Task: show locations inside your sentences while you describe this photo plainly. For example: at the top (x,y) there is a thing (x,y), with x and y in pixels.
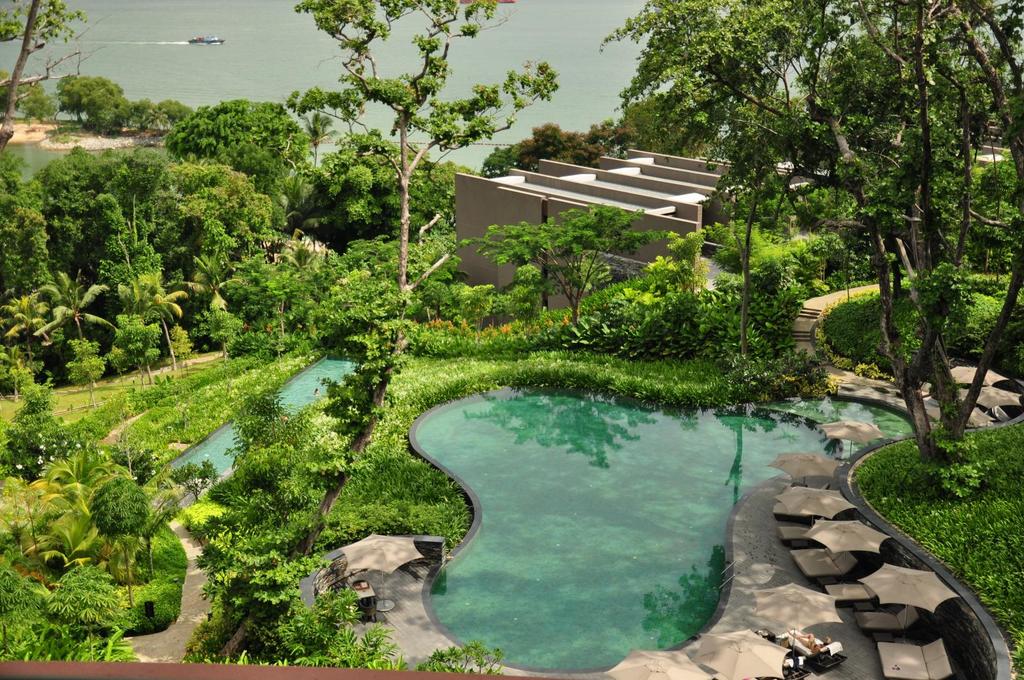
In this image I can see the ground (411,614), few plants (399,510), few trees (359,418) which are green in color, few umbrellas (781,608), few beach beds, few swimming pools (582,471) and a building (638,223). In the background (259,10) I can see the water (449,56) and a boat (222,41) on the surface of the water (200,53).
